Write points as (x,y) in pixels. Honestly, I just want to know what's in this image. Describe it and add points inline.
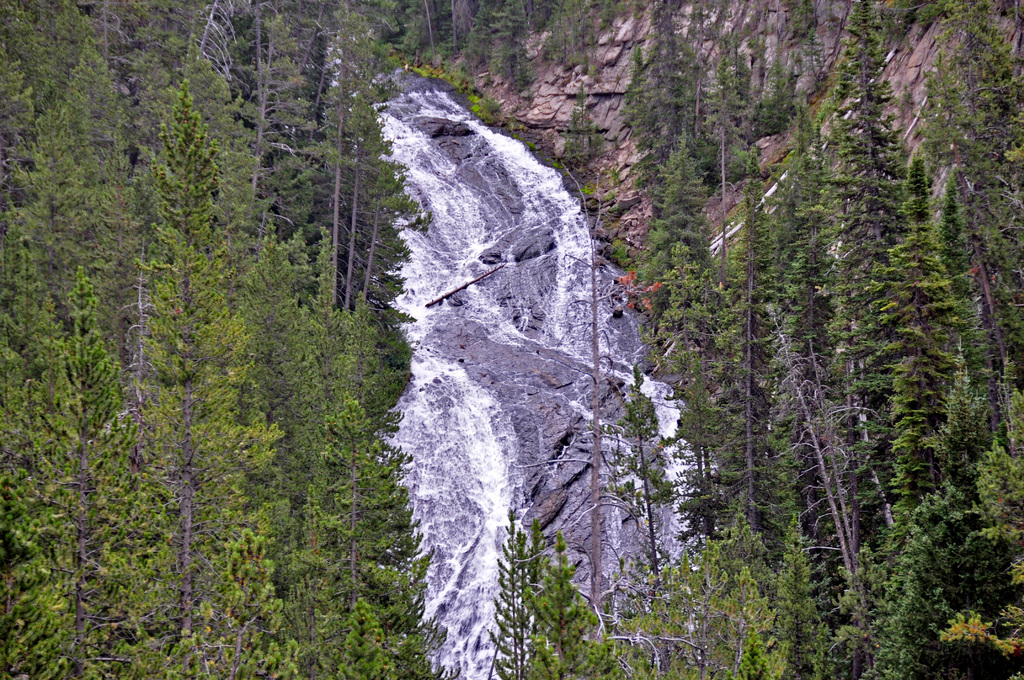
This picture is clicked outside the city. In the center (510,310) we can see the rocks (501,198) and the running water (472,484) and we can see many number of trees (224,164).
